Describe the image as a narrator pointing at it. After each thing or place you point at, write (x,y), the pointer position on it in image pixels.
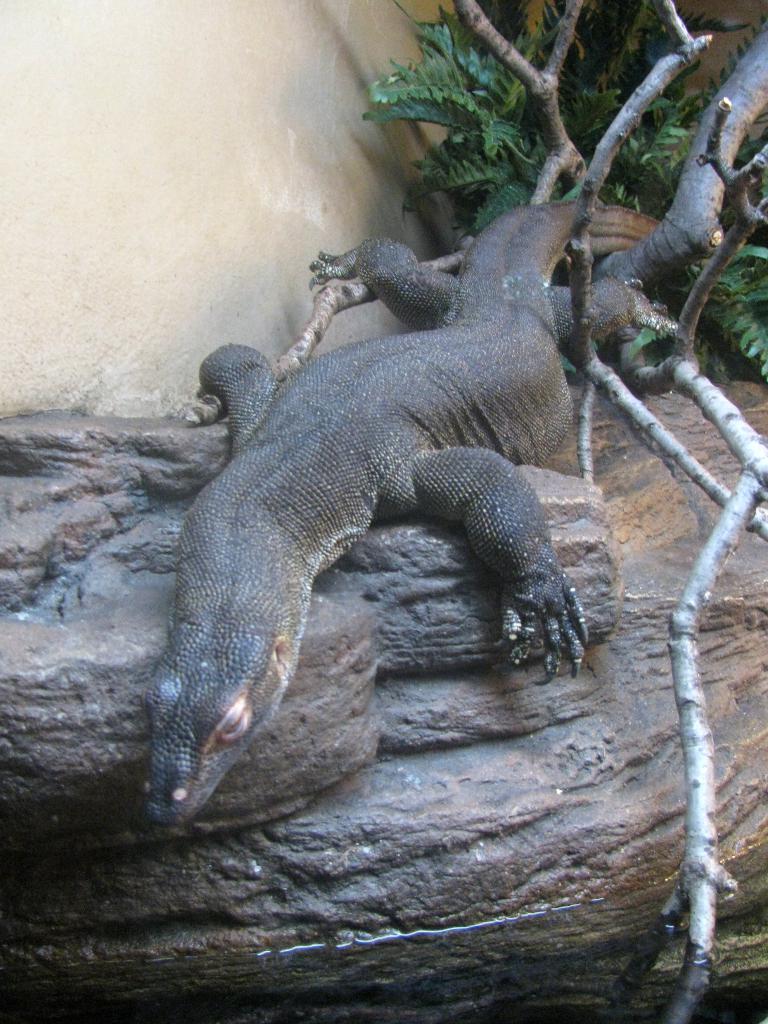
In this image there is a reptile (609,303) on the rock (187,459), and at the background (433,29) there are branches (585,226), leaves (591,132).
